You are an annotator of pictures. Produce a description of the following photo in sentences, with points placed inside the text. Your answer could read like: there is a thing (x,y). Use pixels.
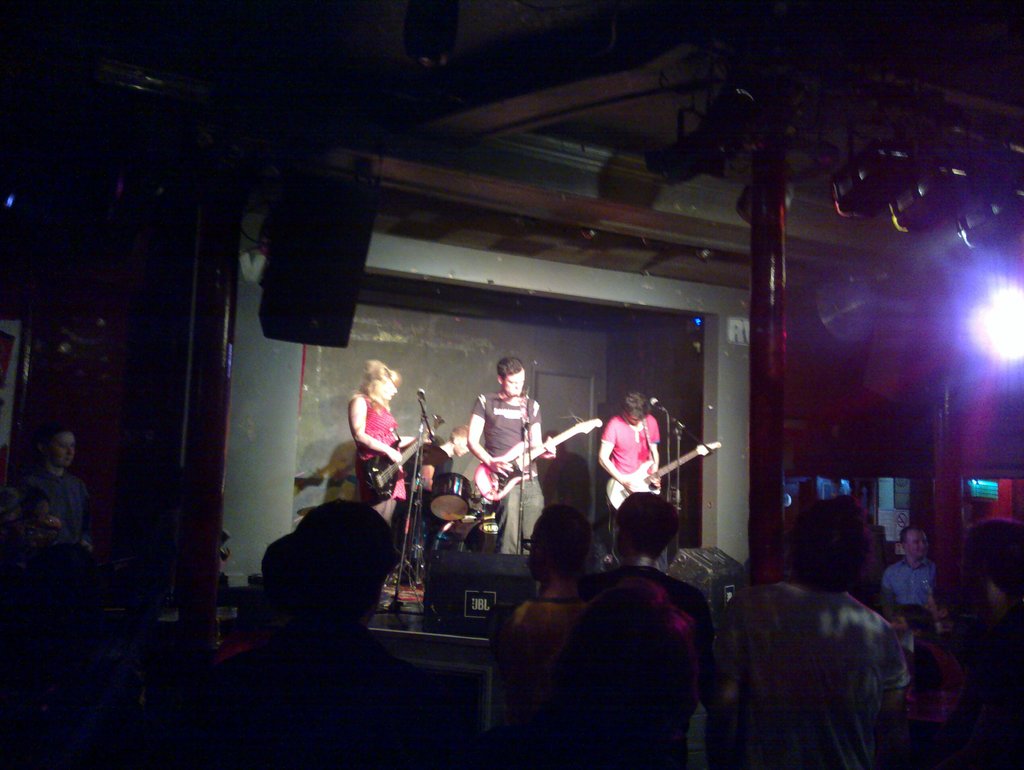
In this image I can see there are three people (507,496) standing on the dais (491,646) and playing musical instruments (495,485) and there are few microphones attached to the microphone stands (408,499) and the backdrop of the image (876,248) is dark and there are a few audience (682,594) watching them and there are few lights (913,202) attached to the ceiling (956,101).
